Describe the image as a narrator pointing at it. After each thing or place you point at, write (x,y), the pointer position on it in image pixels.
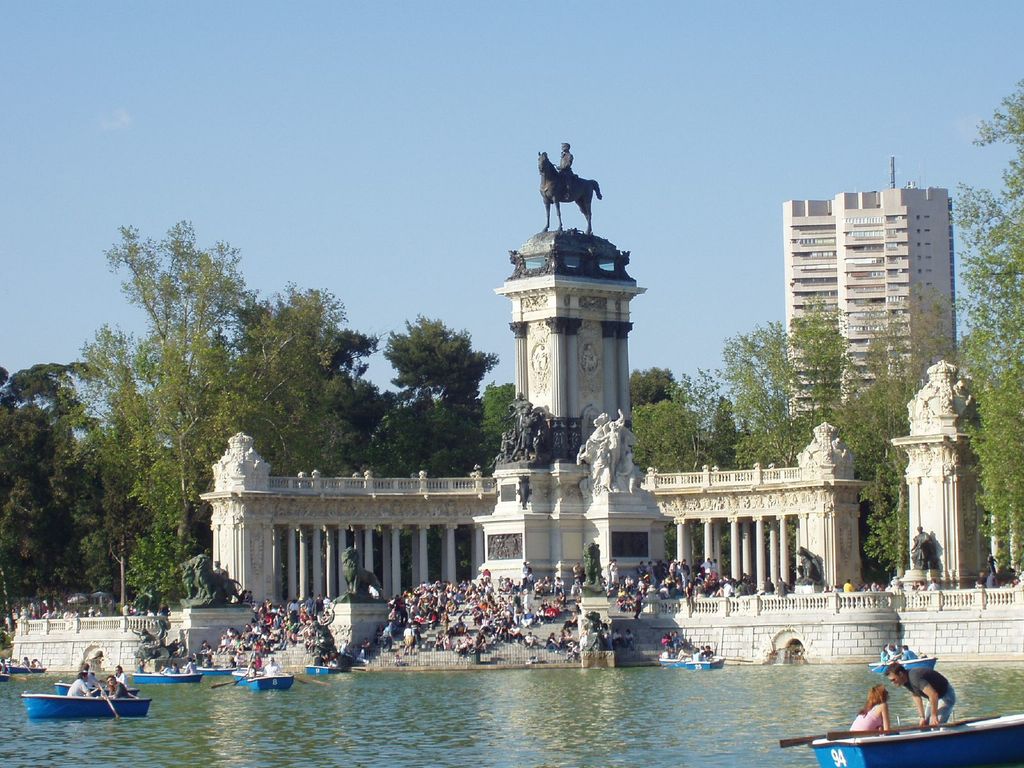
In this picture I can see boats (836,741) on the water (568,689), there are group of people (507,591), sculptures (515,544), pillars (944,430), trees (701,427), there is a building (850,198), and in the background (748,152) there is sky (578,150).
